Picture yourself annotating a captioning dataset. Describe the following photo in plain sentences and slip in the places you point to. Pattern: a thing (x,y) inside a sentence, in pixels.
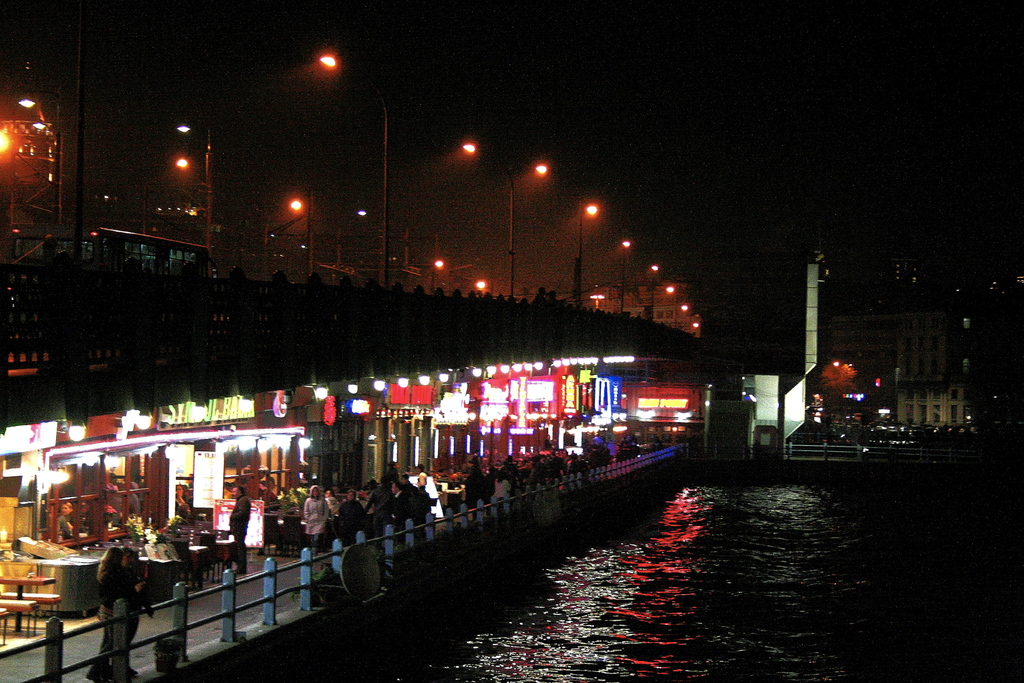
In this picture we can see water (655,617), fence (232,636) and lights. There are people (412,483) and we can see boards (261,540), bridge (308,342) and objects (207,550), on the bridge (351,327) we can see light poles (576,263), people (551,297) and vehicle (139,261). In the background of the image (955,393) we can see buildings (964,380) and it is dark.
